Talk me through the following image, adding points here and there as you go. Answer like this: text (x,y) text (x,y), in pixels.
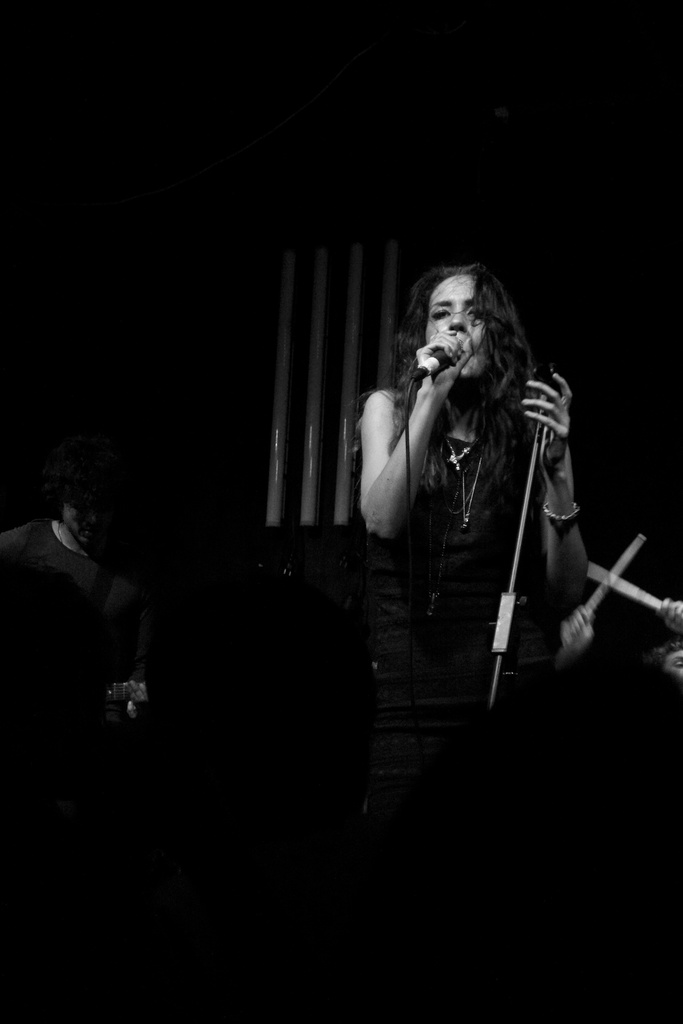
This is a black and white image. In the picture there is a band (497,363) performing. In the foreground (405,446) there is a woman (426,399) holding a mic (454,359) and singing. On the right (633,608) there is a person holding sticks (622,583). On the left (95,515) there is a person (91,586) and speaker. In the background (291,305) there are poles (392,304).
